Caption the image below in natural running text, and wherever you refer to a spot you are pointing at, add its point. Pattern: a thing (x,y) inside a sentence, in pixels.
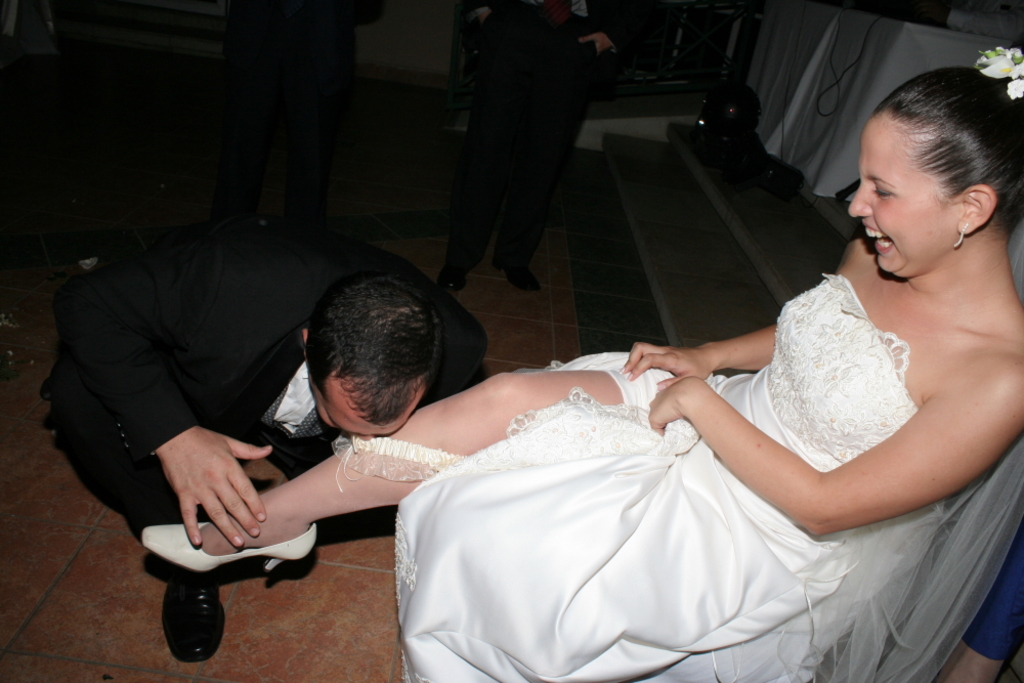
On the right side of the image (859,416) there is a lady (859,416) with white frock (533,502) is sitting. In front of her on the floor (636,281) there is a man (190,357) with black jacket (395,257). And in the background (300,69) there are two men (304,71) with black dress (573,90) and also there are steps (750,215).
